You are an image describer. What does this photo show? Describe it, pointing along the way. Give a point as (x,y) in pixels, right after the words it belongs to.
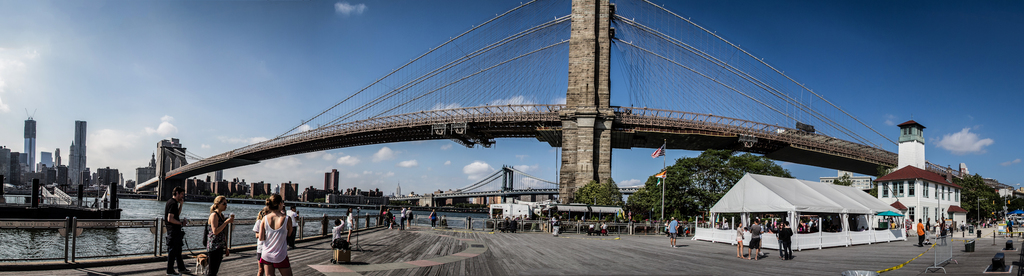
In the image we can see a bridge (473,125) and there are people (217,245) around. Some are standing, walking and sitting. There are many buildings (219,176) and trees (644,201). There is a flag of the country (661,153). This is a fence (936,257), road (645,259) and a cloudy pale blue sky (197,43).
